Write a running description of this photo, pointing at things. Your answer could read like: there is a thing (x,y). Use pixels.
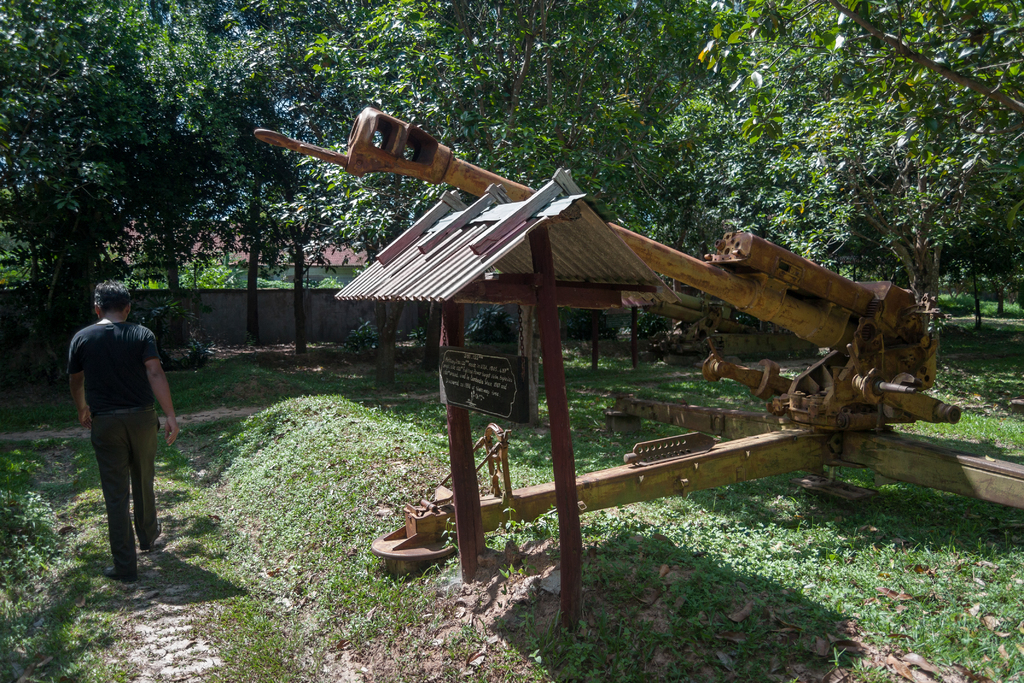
In the image there is a person (117,430) walking on the left side (119,488), on the right side (817,364) there is wooden block (889,466) with a machine (634,234) above it on the grassland (761,677) and behind there are trees (683,121) all over the image.
